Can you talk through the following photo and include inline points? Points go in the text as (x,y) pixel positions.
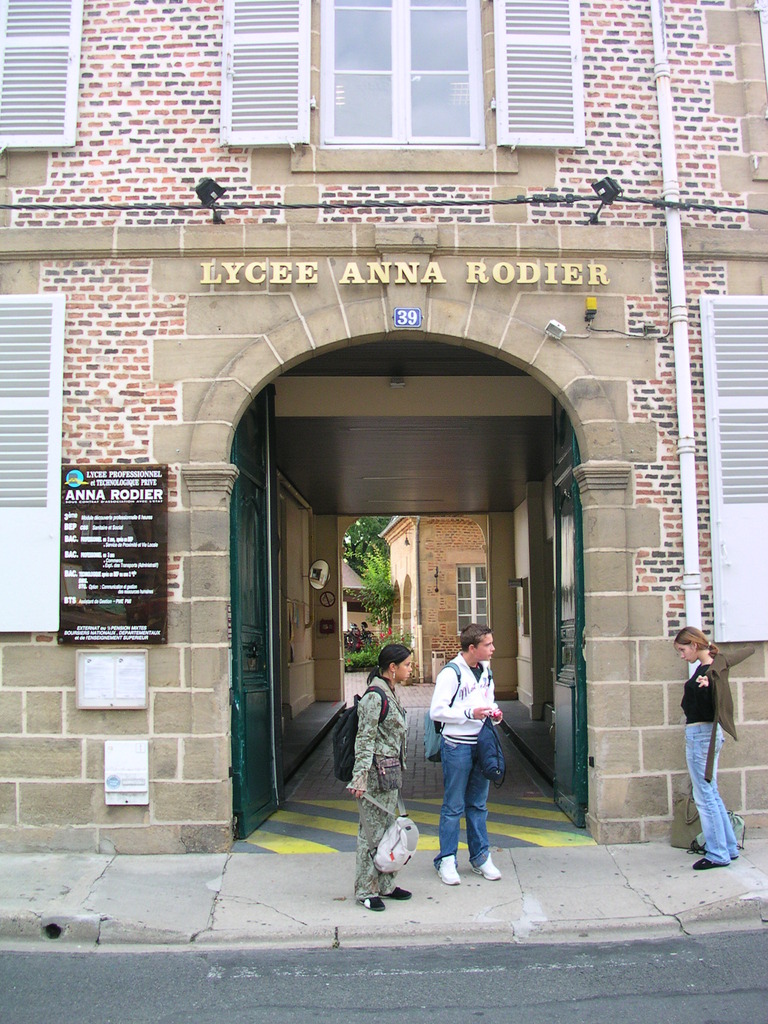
On the right side (728,657), there is a woman (710,704) in a black color dress (694,715), wearing a jacket (727,732) on the footpath (744,850). In front of her, there are two persons (380,909) standing on the footpath (499,851). In the background (383,553), there is a hoarding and there is a board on the wall (412,292) of the building (429,292) which is having windows (343,36), there are plants (381,591), there is a tree (367,573) and there is another building (461,548).
